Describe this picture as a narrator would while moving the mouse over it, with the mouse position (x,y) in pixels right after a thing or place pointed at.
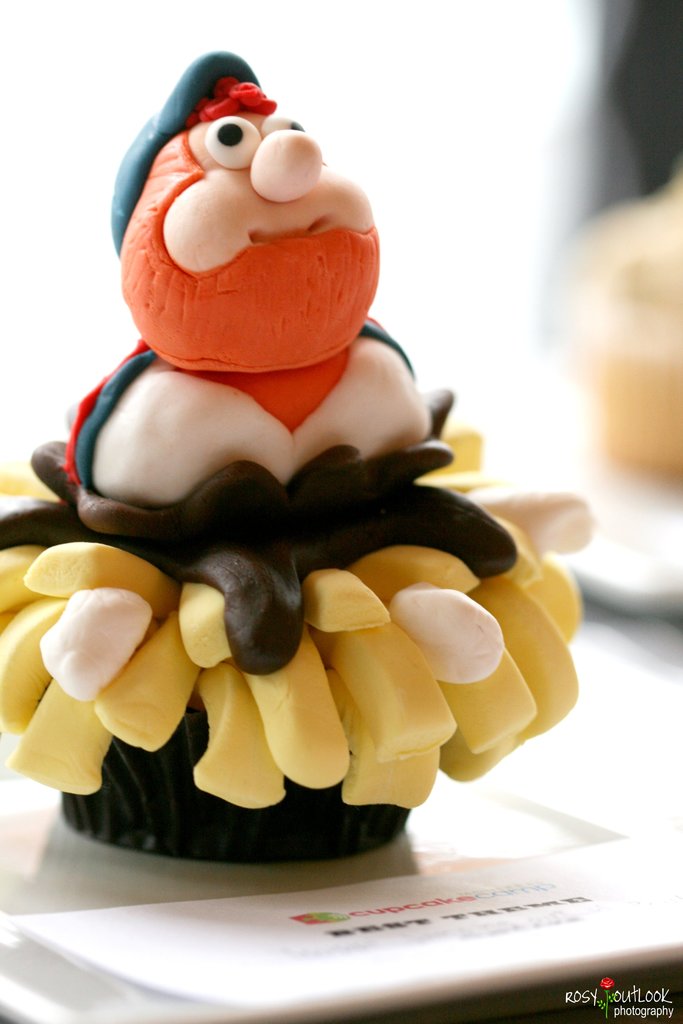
In the picture I can see a toy (297,425) placed on an object (198,819) and there is something written in the right bottom corner (608,995).
